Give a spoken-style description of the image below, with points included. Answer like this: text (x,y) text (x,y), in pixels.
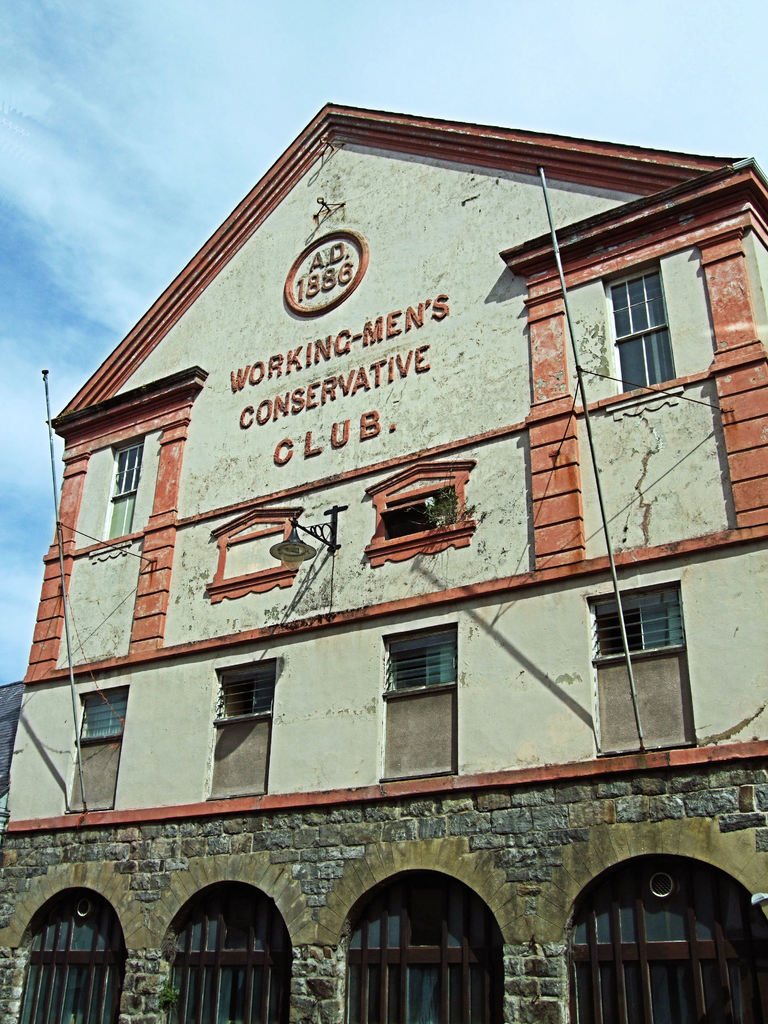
We can see building (251,801), windows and lights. In the background (507,79) we can see sky (311,60) with clouds (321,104).
